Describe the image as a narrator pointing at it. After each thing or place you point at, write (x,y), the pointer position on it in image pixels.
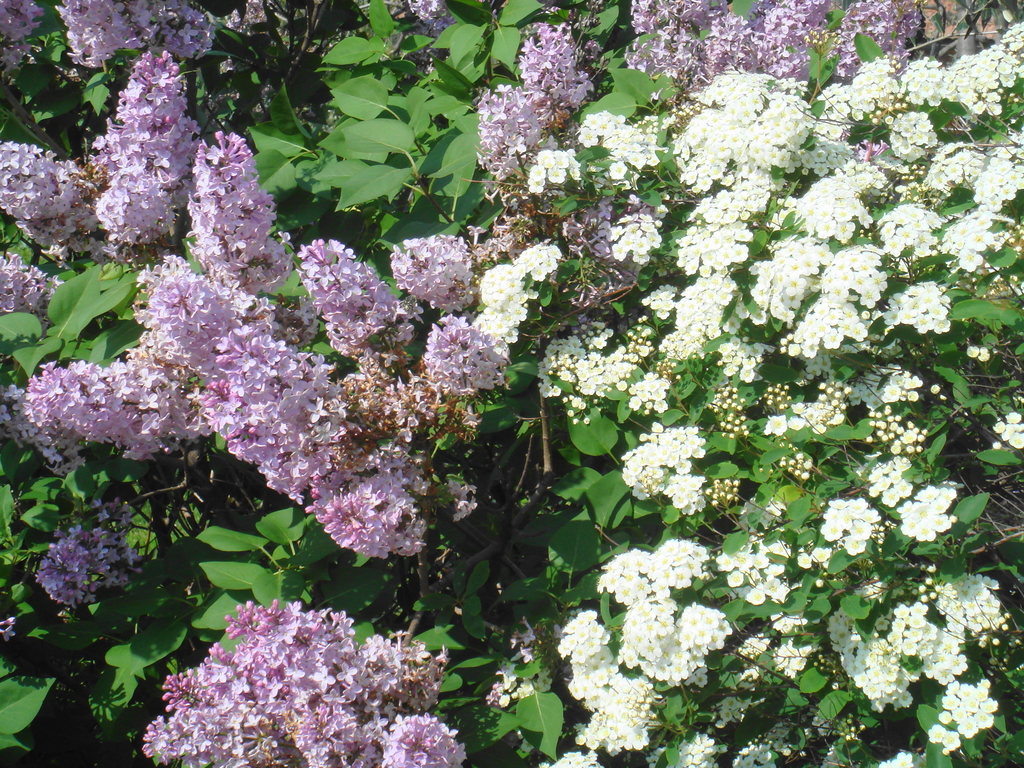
In this image, I can see the trees (209,218) with the flowers (387,312), leaves (415,106) and branches (545,495). These flowers (295,397) are purple and white in color.
